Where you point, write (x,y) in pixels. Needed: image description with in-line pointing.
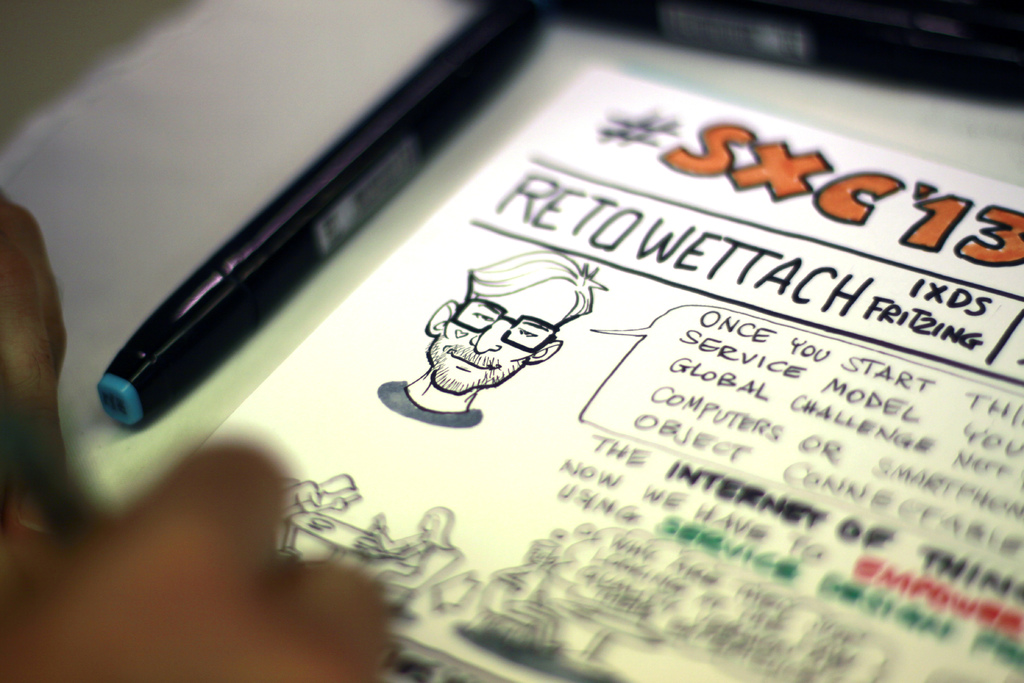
In this image we can see persons hand (286,651). There is a paper (941,357) with some text (602,248) and persons depiction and there is a pen (354,151).
